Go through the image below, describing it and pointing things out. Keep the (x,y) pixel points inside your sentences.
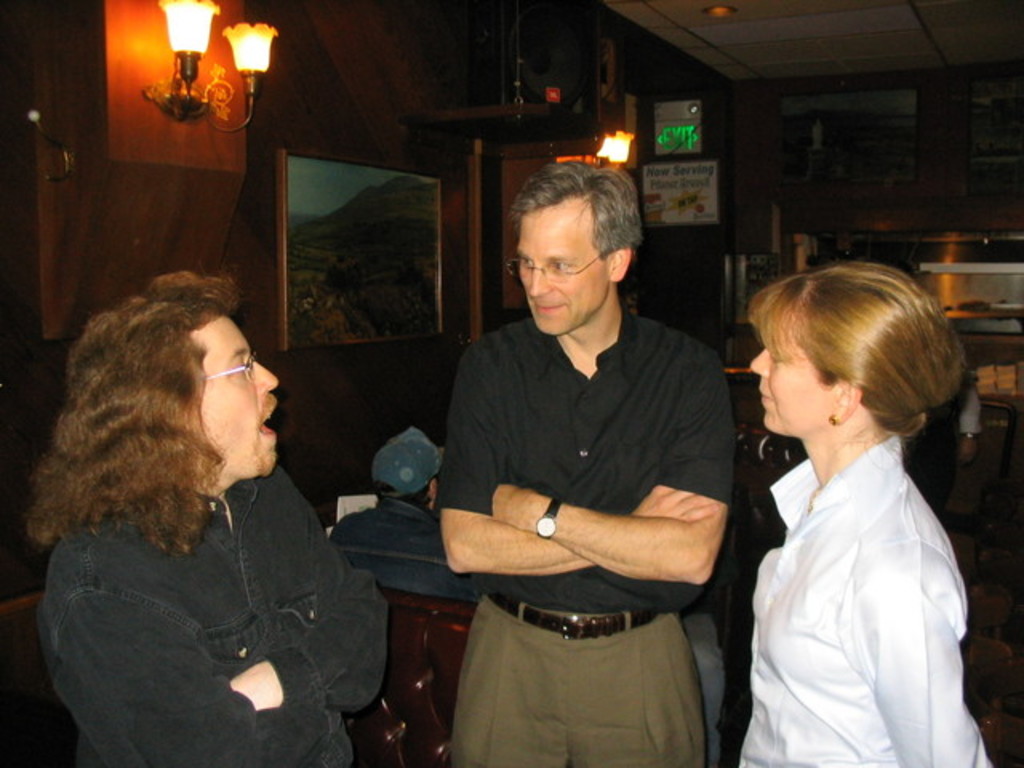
In this picture we can see two men (460,515) and a woman (845,599) are standing in the front (647,524), on the left side (304,193) there are lights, a photo frame (302,280) and another person (376,475), there is a speaker (537,87) in the middle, in the background (677,129) we can see an exit board (681,141), a light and a photo frame (855,150).
